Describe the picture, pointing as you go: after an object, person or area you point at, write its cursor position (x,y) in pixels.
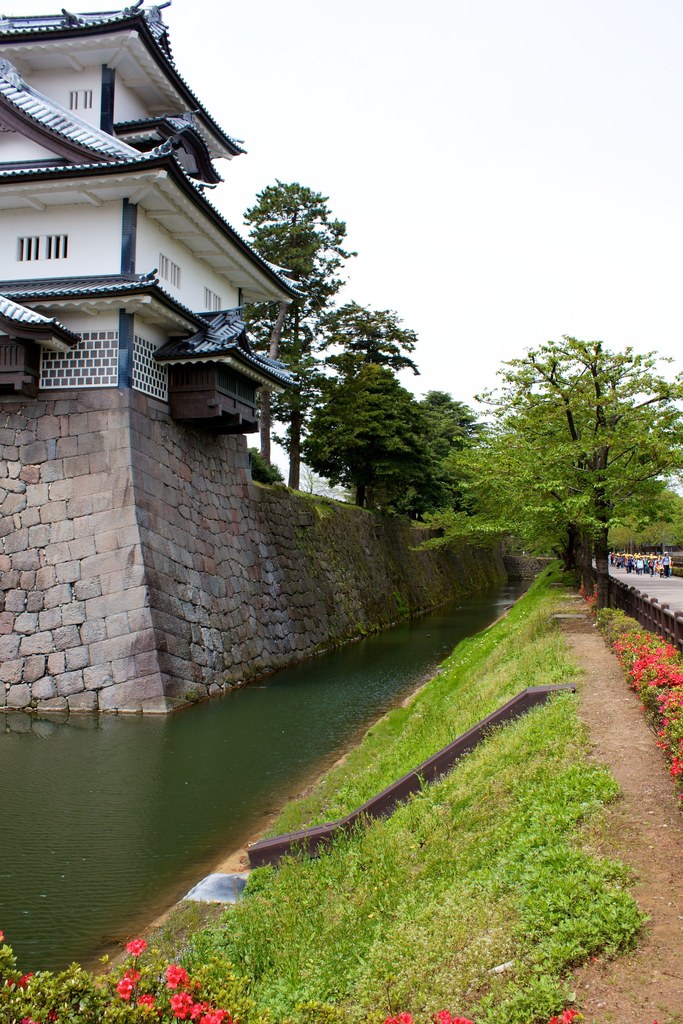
In this image in front (176,989) there are plants (72,985) and flowers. At the bottom of the image (443,867) there is grass (443,867) on the surface (427,897). On the left side of the image (131,814) there is water (303,701). There is a building (253,571). On the right side of the image (666,637) there is a metal fence (624,608). There are people (645,568) on the road (653,594). In the background of the image (451,535) there are trees (667,472). At the top of the image (175,20) there is sky (526,134).
